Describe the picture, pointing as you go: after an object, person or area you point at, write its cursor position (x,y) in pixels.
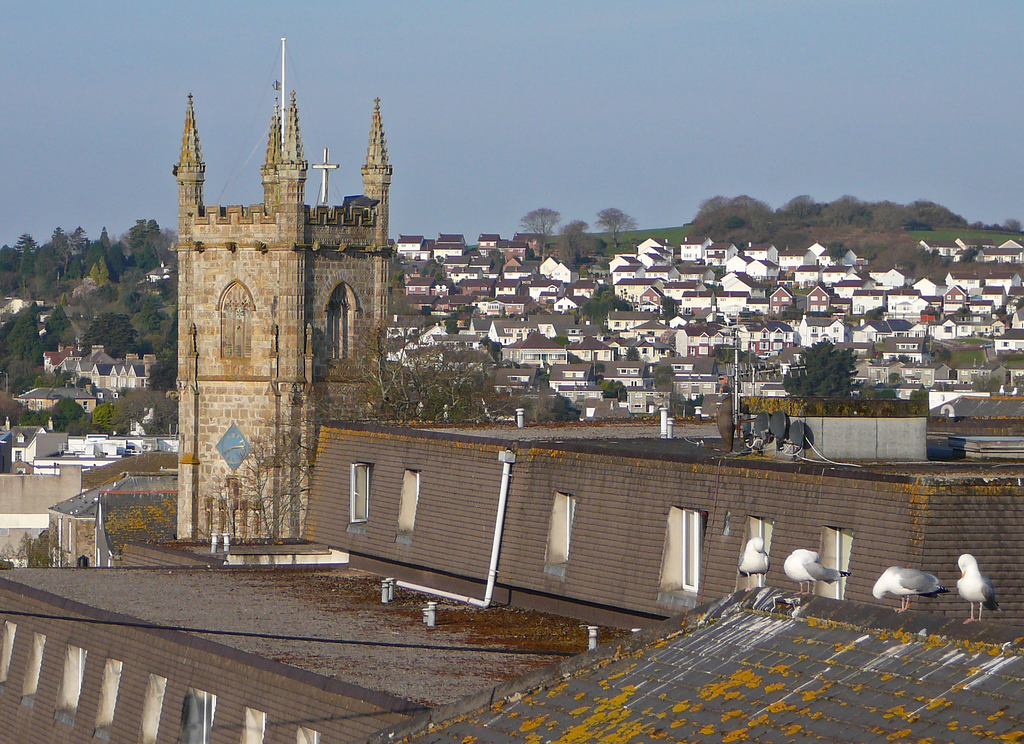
In this image there are buildings (307,391) and trees (829,379). On the right (799,568) we can see birds (796,571). In the background (573,131) there is sky (469,74).
